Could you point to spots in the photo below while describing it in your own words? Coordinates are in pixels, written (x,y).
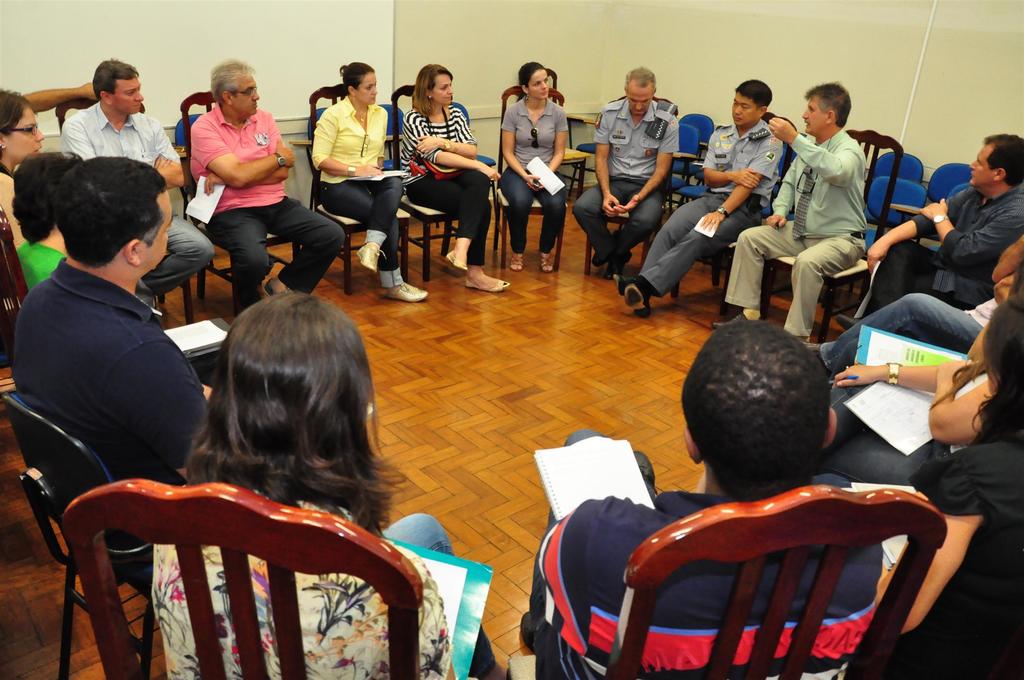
In this image, there are some people (149,329) wearing clothes (651,643) and sitting in a chair (303,528). There is a wall (492,151) behind this person (364,114). There is a screen (243,37) behind this person (365,145). This person (831,395) holding a pen (850,380) and notebook (891,417).
